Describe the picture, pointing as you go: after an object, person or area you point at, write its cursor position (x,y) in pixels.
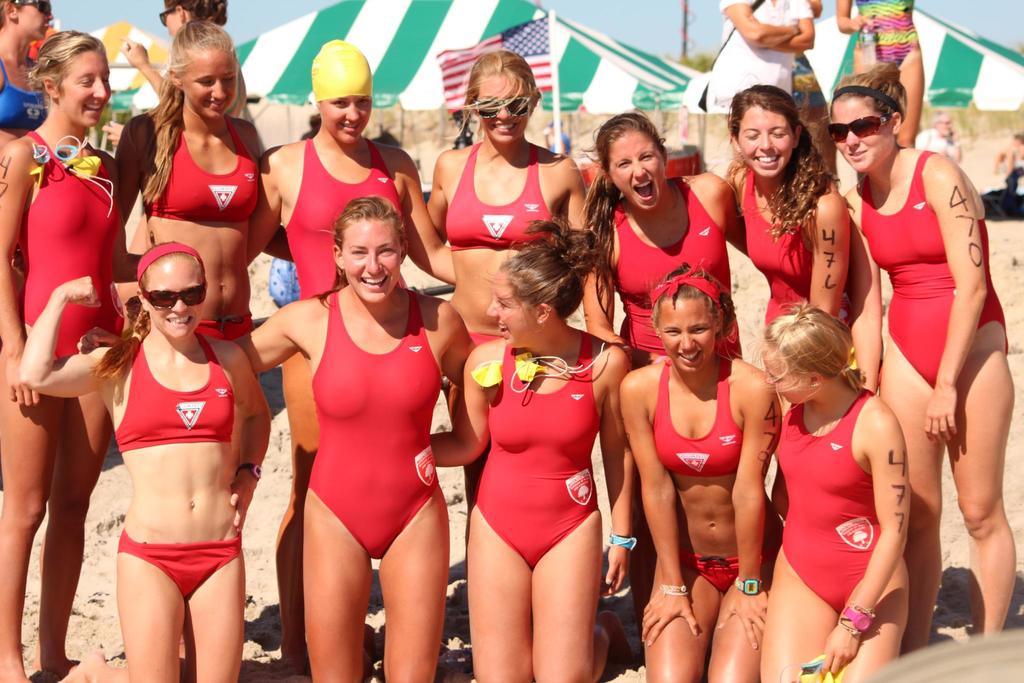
In this image I can see number of women (202,97) and I can see all of them are wearing red colour dress (511,240). I can also see smile on their faces (74,75) and in the background (27,119) I can see few more people (26,84), a flag (527,46) and the sky (104,19). I can also see something in the background (482,25) which looks like tent houses (498,5).
